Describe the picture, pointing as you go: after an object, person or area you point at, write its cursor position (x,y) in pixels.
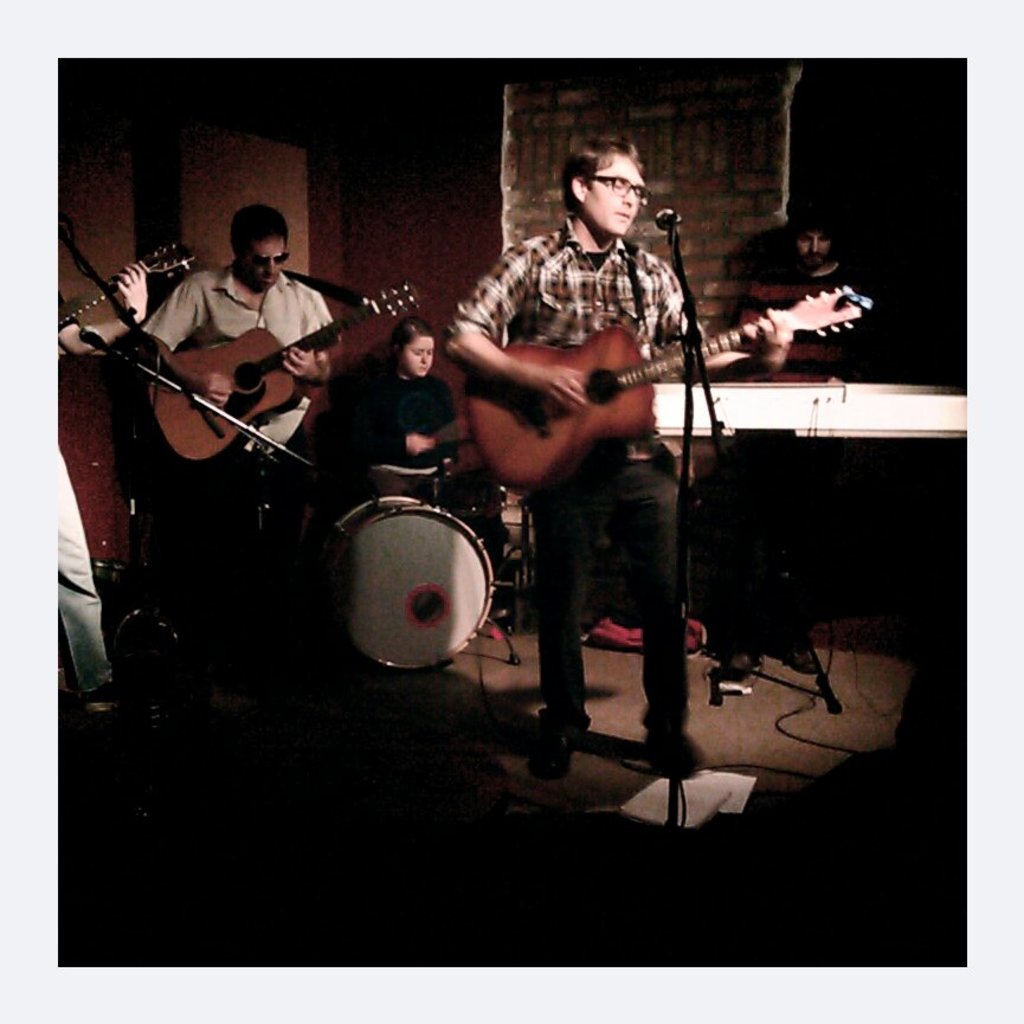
In this image I see five persons (582,151), in which these three are holding guitars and standing and this woman (370,461) is sitting and she is near to the drum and this guy (840,365) is near to the keyboard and I can also see a mic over here. In the background (689,215) I see the wall (310,240).
